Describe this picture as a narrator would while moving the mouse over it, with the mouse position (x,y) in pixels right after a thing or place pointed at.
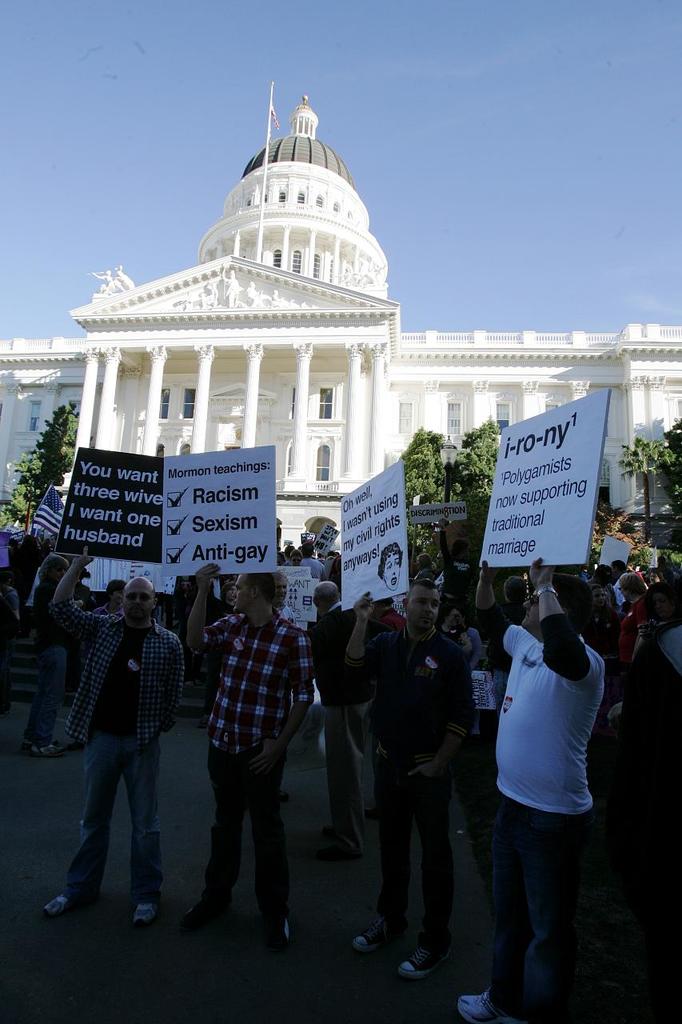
This is the image of people (502,874) holding placards (264,544) with some text (253,558) on it the foreground. And in the background (681,385) there is a white color building (278,501). And the sky (641,289) is at the top (52,220).
